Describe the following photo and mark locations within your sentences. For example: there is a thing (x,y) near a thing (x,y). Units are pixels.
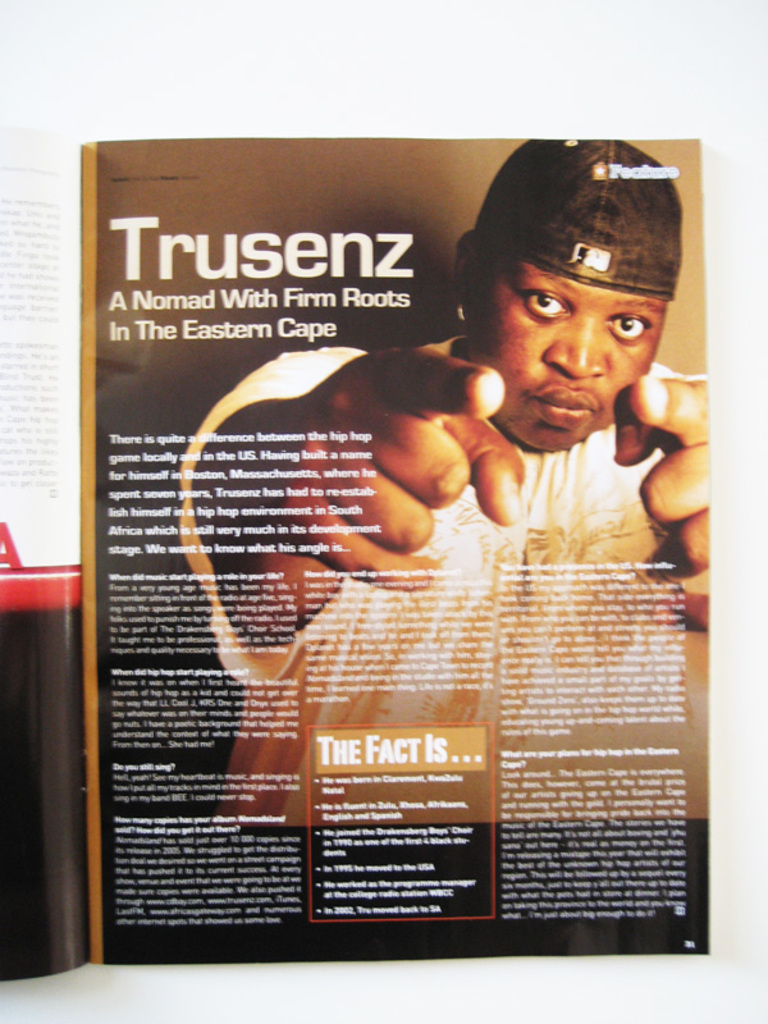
In this image, we can see a page (355,455) on the white background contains a person (394,698) and some text (302,453).
